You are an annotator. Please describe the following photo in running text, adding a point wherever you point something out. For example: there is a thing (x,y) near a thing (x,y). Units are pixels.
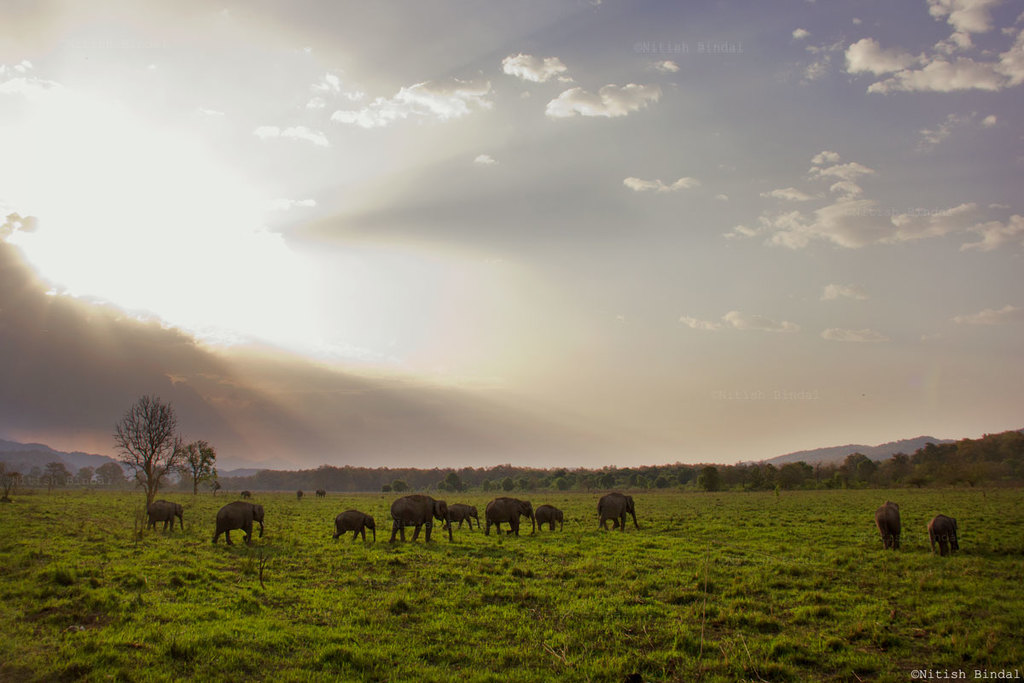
At the bottom of the image (404,514) we can see elephants (943,553). In the background (199,483) there are trees (341,470), hill (95,459) and sky (386,284).
